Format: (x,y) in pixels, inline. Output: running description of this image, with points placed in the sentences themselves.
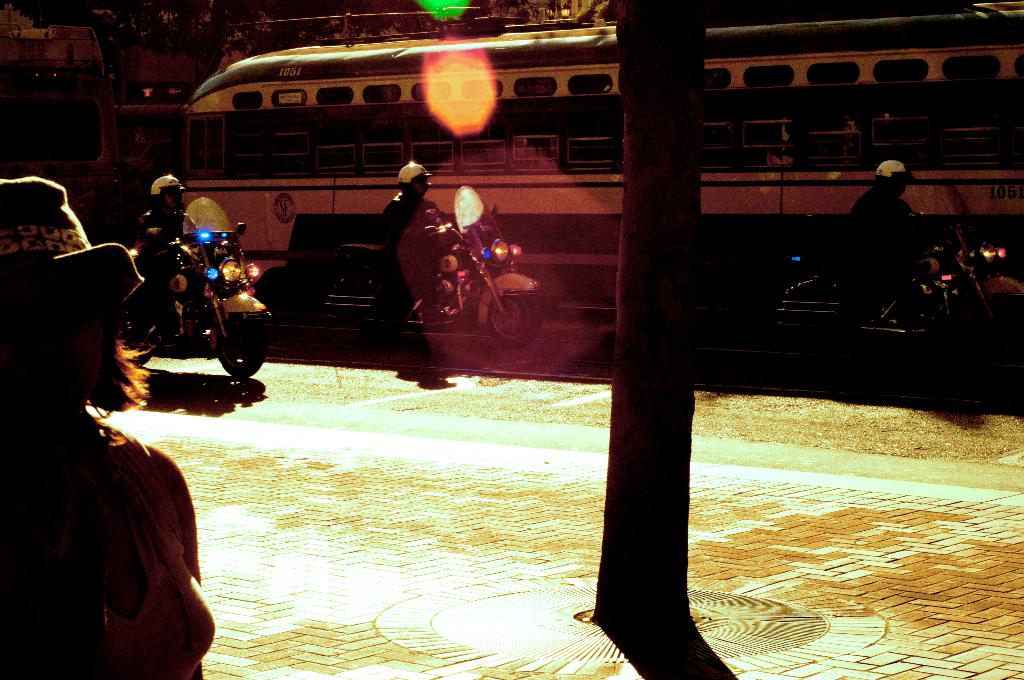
In this picture we can see group of people (59,407), few people (175,209) are riding their bikes (253,269) on the road (507,405), and also we can see a train (365,117) and a pole (649,198).
